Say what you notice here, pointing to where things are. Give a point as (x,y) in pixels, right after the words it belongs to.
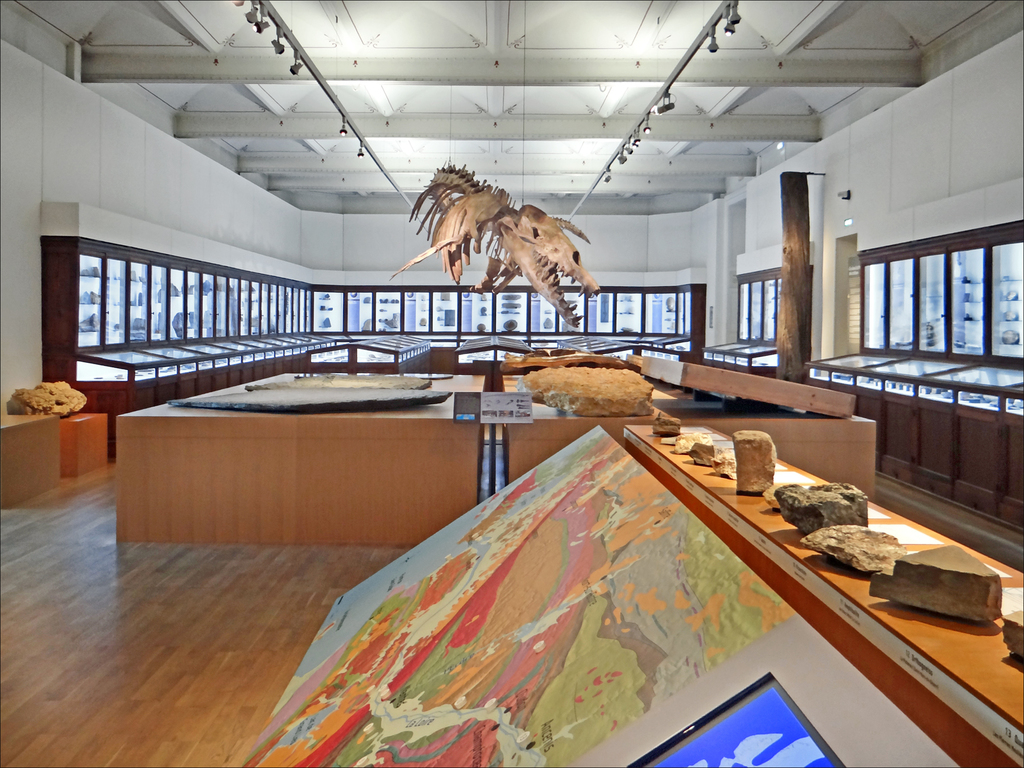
In this image, I can see the objects (80,325) placed in the display cabinets (542,327). On the right side of the image (772,456), there are different types of rocks (669,424) placed on a table (869,590). In front of the table (852,607), I can see a poster (605,643) attached to a board (716,689). At the center of the image (564,257), I can see a skeleton (541,214) of an animal (467,213). At the top of the image (263,29), I can see the lights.
